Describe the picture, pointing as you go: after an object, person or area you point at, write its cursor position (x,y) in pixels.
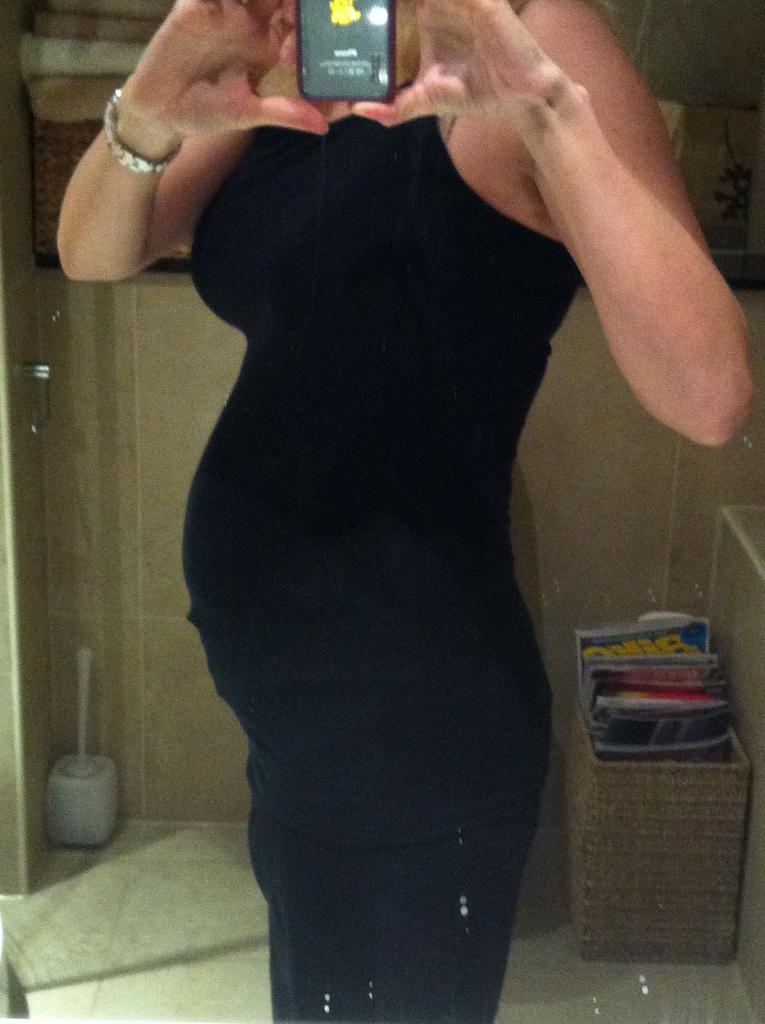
In this image we can see a woman (519,66) holding mobile (391,36) wearing bracelet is standing on the floor (557,952). In the background (599,792) we can see a basket (725,794) containing books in it and some clothes (64,67) placed on the rack (55,91).
